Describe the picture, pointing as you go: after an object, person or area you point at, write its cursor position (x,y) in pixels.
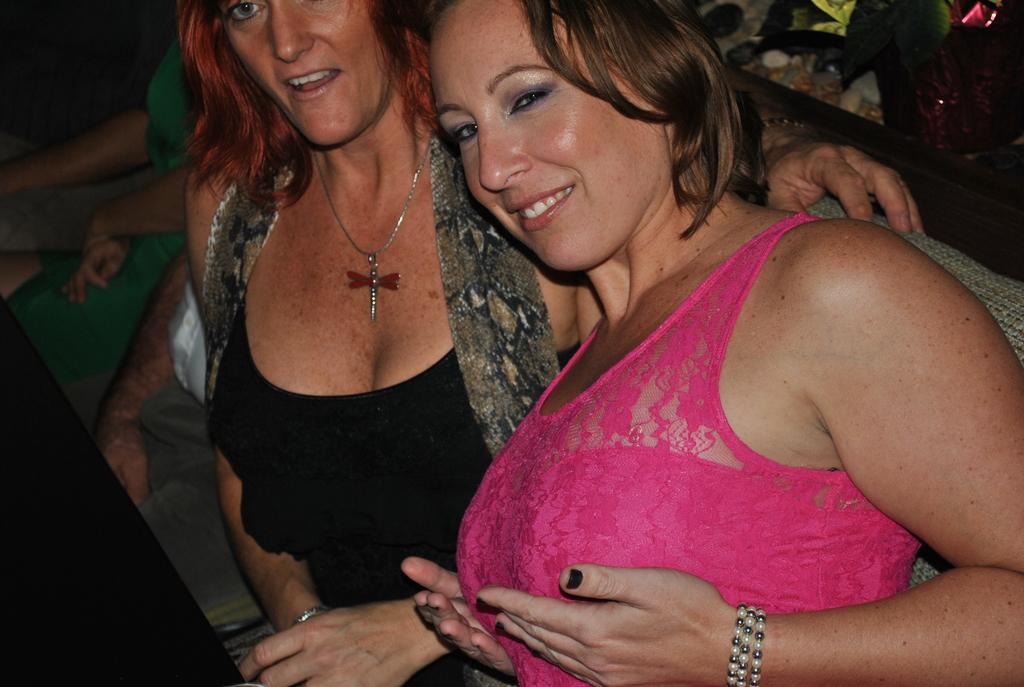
In the picture we can see a two women (682,408) are sitting and smiling.
